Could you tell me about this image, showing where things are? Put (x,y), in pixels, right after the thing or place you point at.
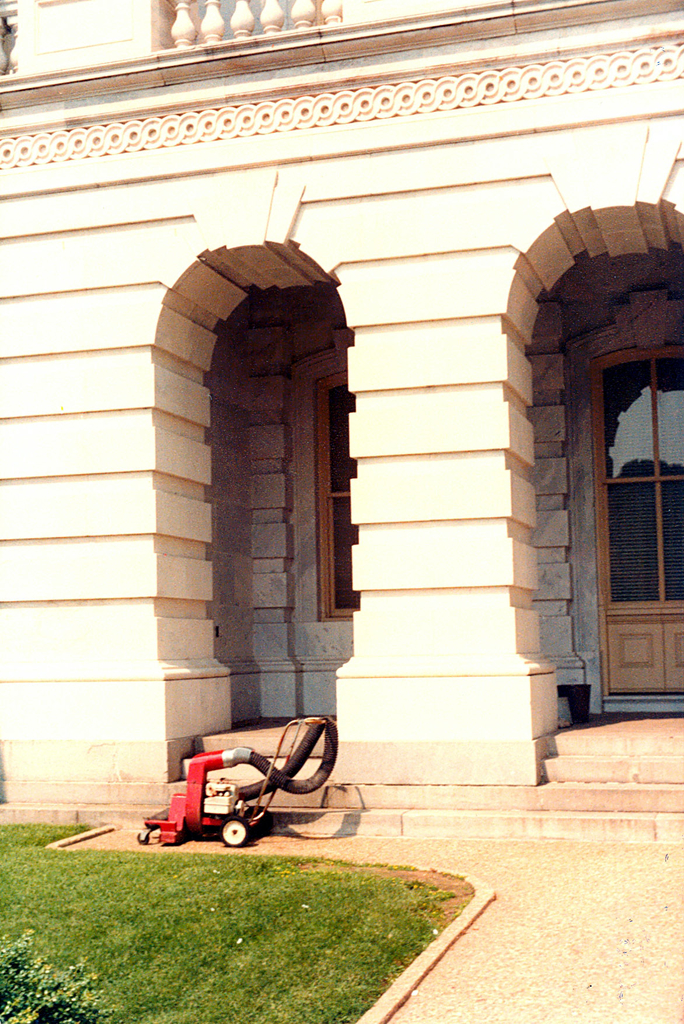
In this picture we can see the grass (3,848), path (260,837), steps (545,813), building (431,444), window (329,407), doors (650,459) and an object (208,806).
